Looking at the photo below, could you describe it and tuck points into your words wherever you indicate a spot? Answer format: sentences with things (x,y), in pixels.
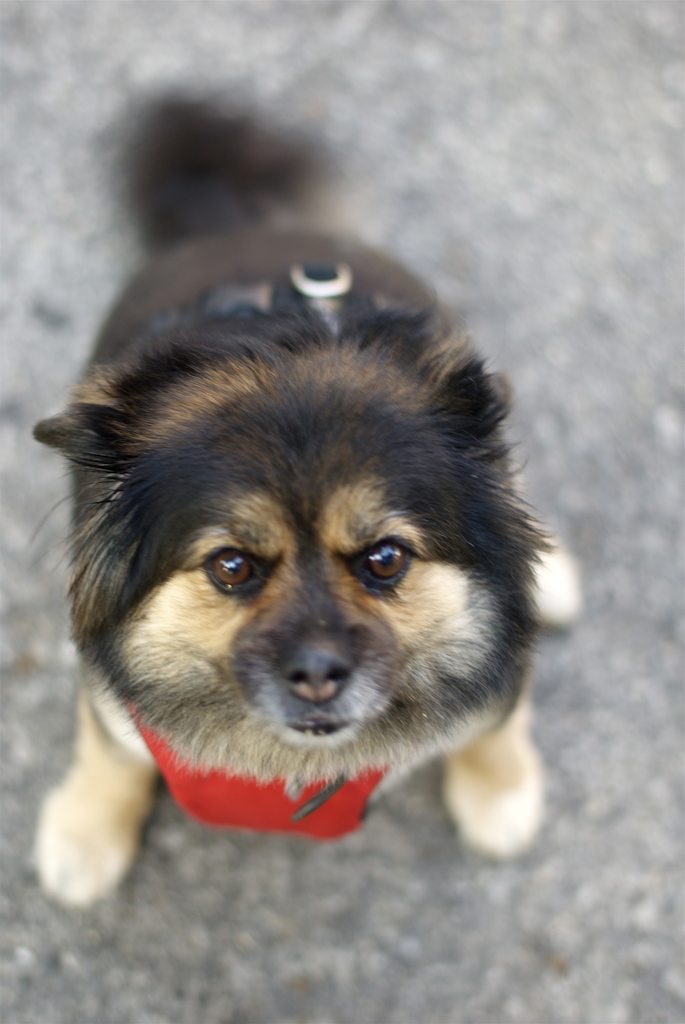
In this image in the foreground (442,561) there is one dog (244,323), and in the background (25,573) there is a road (569,480).
